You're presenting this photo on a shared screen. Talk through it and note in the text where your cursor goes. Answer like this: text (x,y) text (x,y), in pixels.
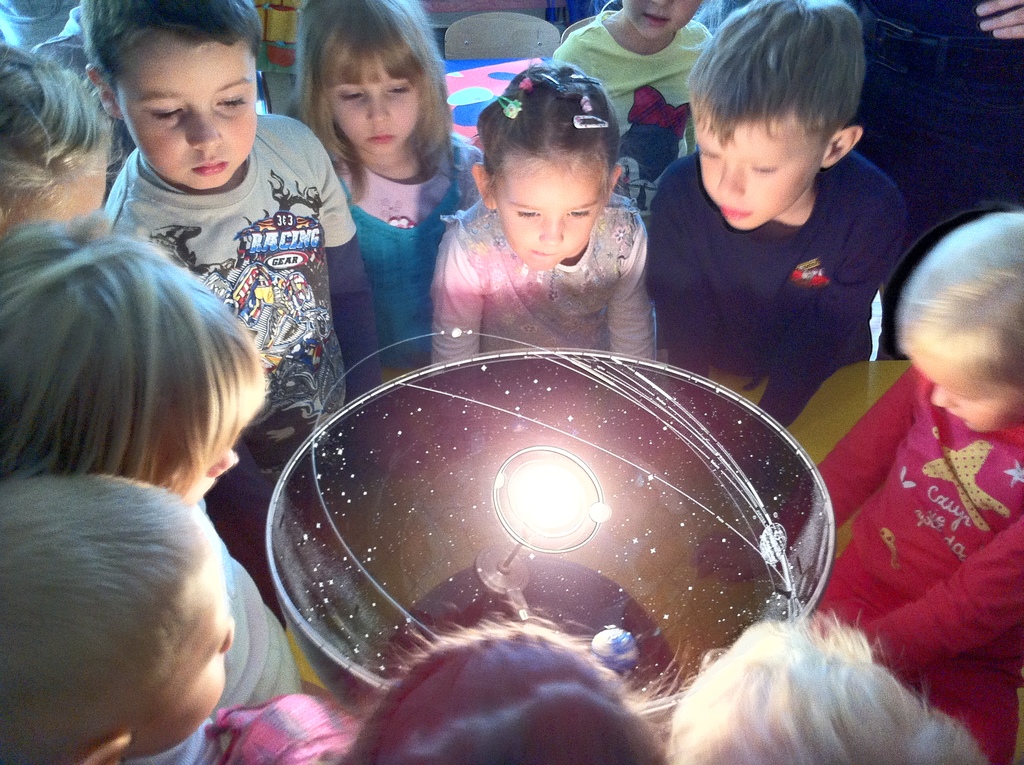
In the middle (553,489) there is a light emitting object (604,571) and around there are few kids (306,190) and in the background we can see object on a platform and a chair (496,30).
